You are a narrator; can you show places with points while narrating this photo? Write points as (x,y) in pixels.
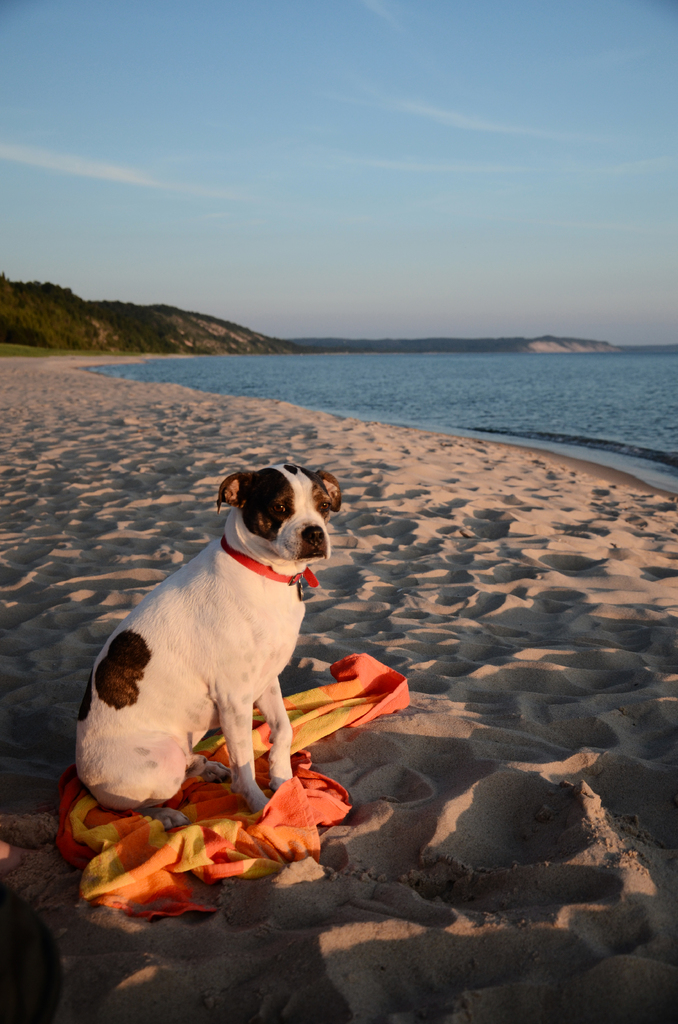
In this picture we can see a dog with a cloth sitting on the sand (98,612) beside a lake (492,380) with blue water (502,360). In the background (148,332), we can see trees (162,310), mountains (86,311). The sky (361,298) is blue.
